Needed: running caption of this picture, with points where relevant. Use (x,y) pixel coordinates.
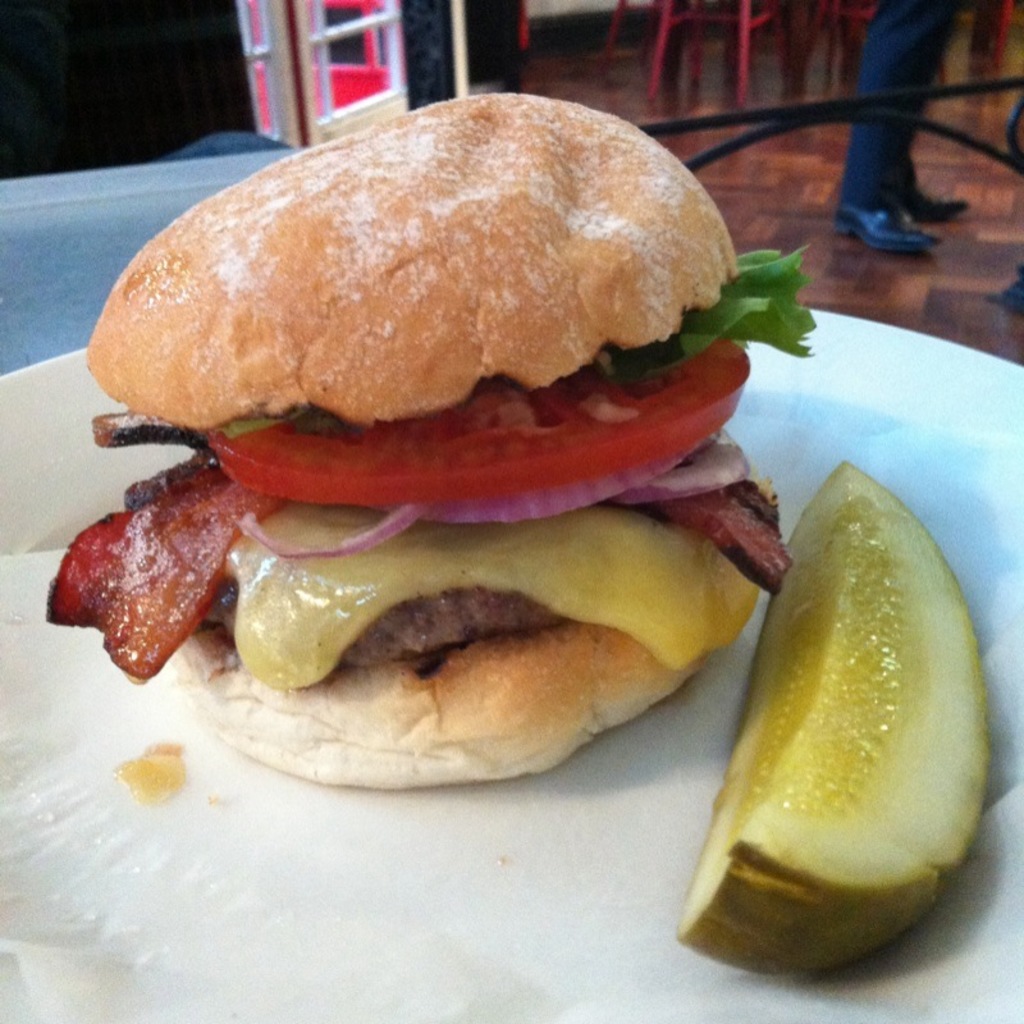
In this image we can see some food items (533,341) on the plate (976,355), there are chairs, also we can see the legs (890,155) of a person (908,129).
